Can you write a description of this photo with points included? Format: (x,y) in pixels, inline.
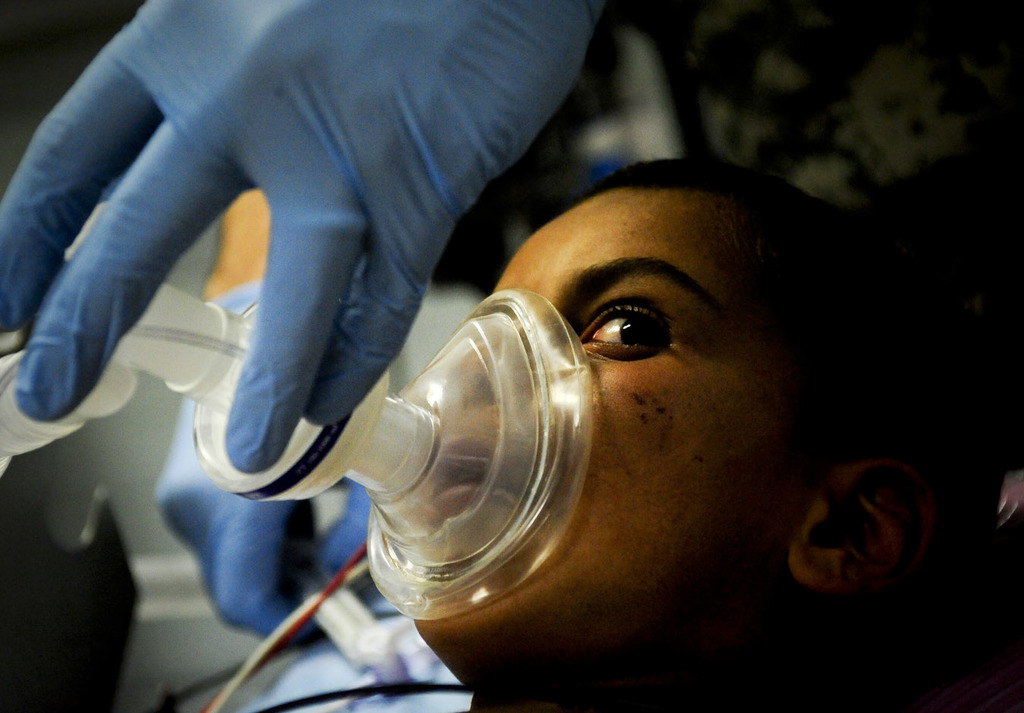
This is a zoomed in picture. In the foreground (736,364) there is a person (619,438) wearing a mask (444,388) which seems to be the anesthesia mask (397,468). At the top (272,64) we can see the hand (123,92) of another person (110,140) wearing blue color glove (285,276).
